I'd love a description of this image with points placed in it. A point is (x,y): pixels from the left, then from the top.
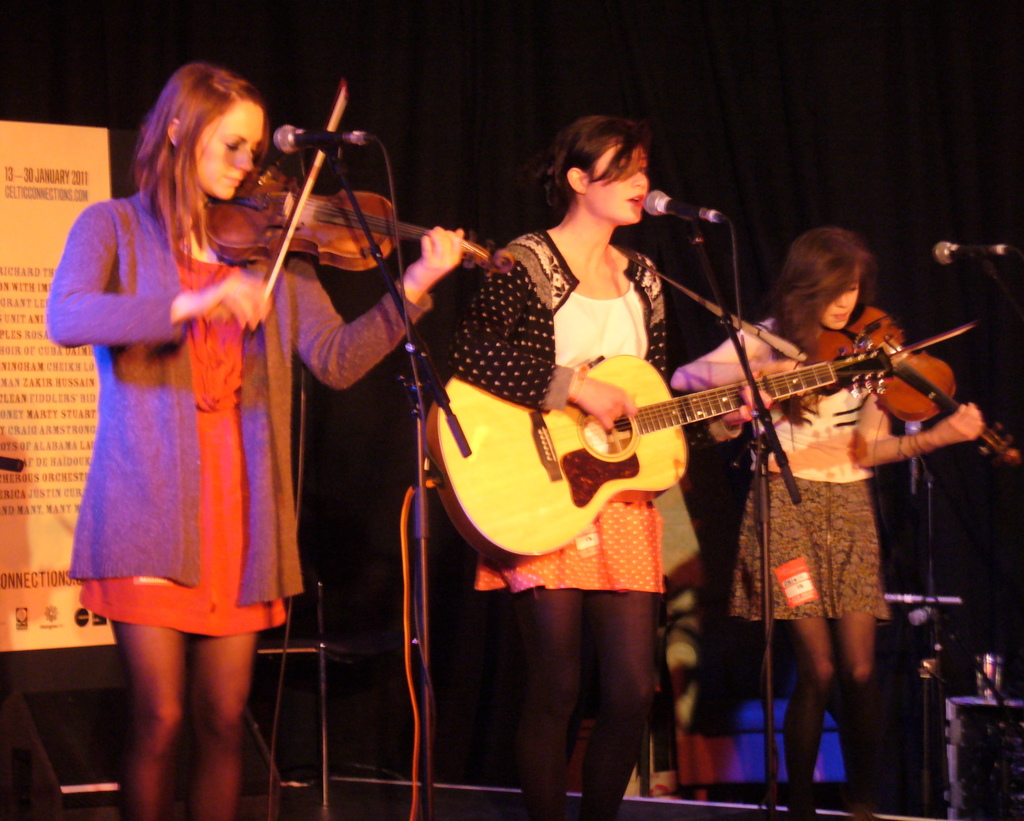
In this image there is a girl (577,301) in the middle (633,416) who is playing the guitar (593,429) and singing in the mic (659,212) which is in front of her. Beside her there are two other girls (282,341) who are playing the violin (319,245). In the background (44,496) there is a banner (22,456). This is image taken in the nighttime.
